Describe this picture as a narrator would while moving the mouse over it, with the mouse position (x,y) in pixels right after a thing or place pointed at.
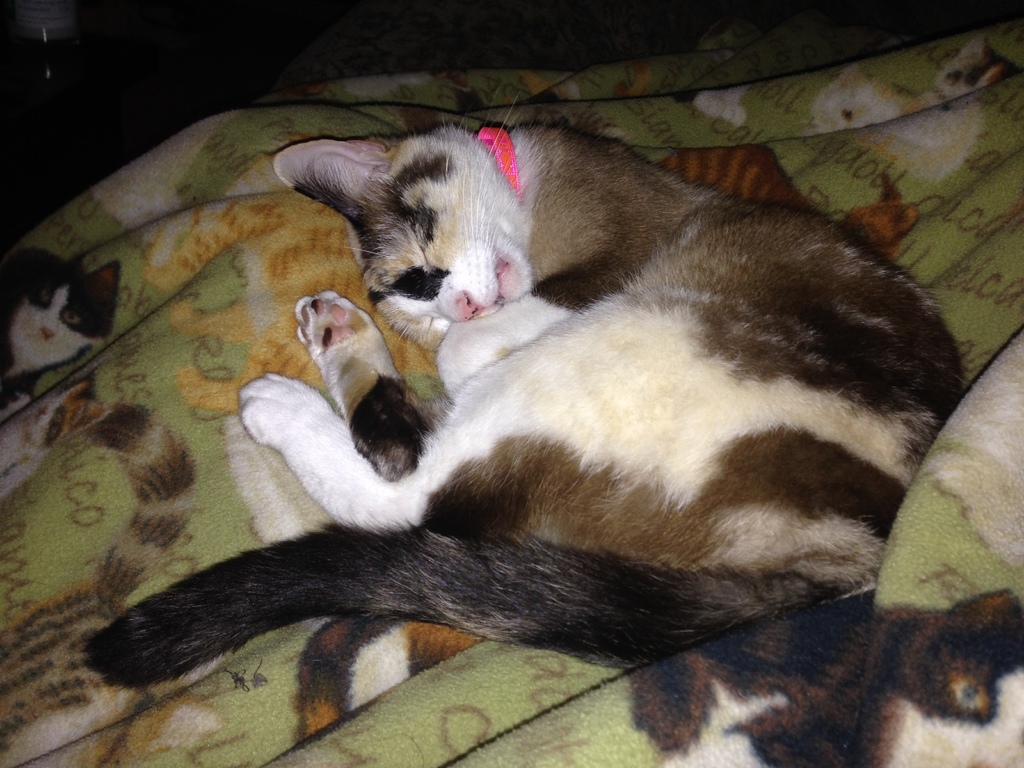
In this image we can see there is a cat (677,312) sleeping on the blanket (214,399). At the back (65,75) the object (54,32) looks like a bottle (45,41).
